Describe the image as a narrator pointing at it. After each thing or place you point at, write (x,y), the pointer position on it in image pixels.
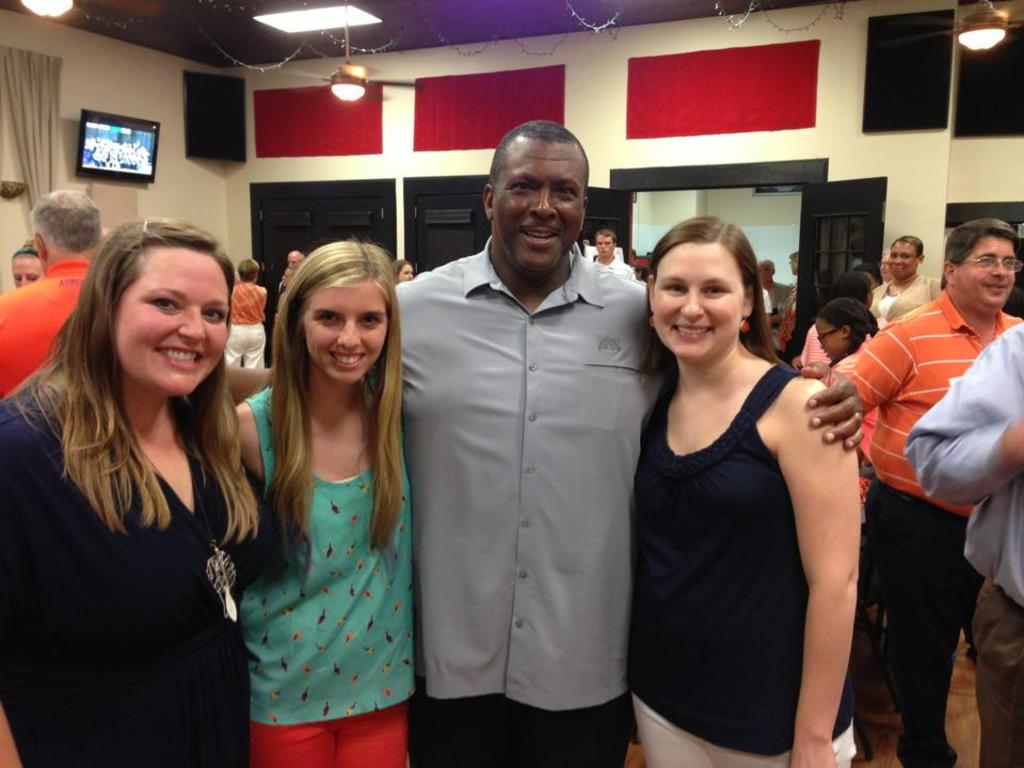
In this image in front (59,616) there are four people (460,504) wearing a smile on their faces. Behind them there are a few other people (15,364). In the background of the image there is a TV (147,134) on the wall (116,95). There are fans (1001,20). There is a door (789,175). There is a curtain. There are red clothes (732,131) on the wall (624,125). On top of the image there are lights (305,15).
